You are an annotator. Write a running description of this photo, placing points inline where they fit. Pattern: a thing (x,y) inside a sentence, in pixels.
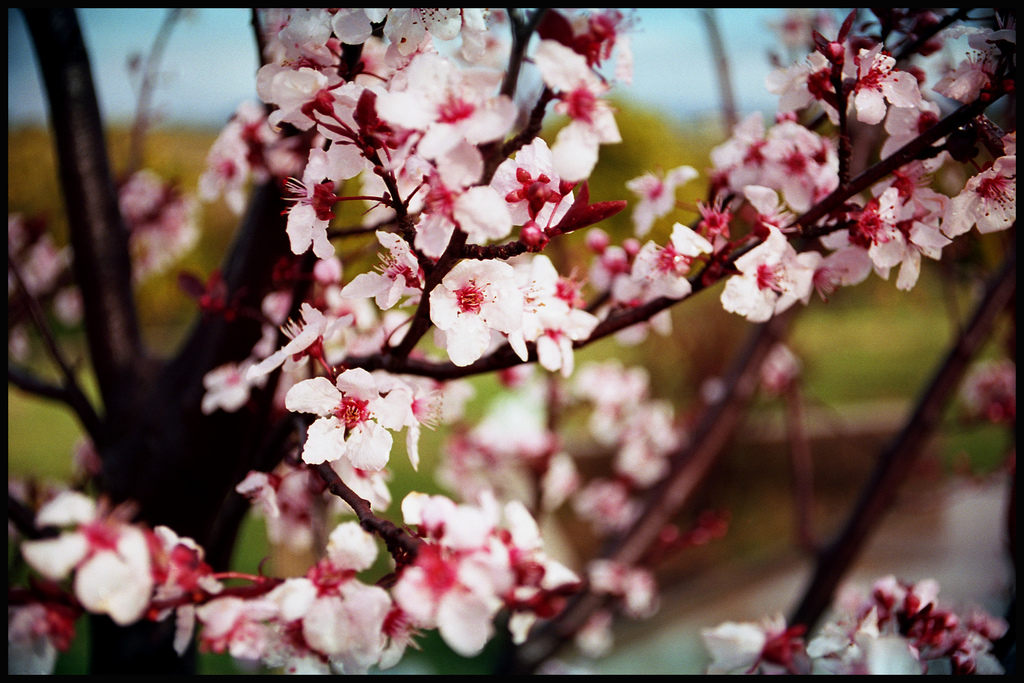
This picture seems to be an edited image with the borders (1022,138). In the center (449,336) we can see the flowers (453,292) and the buds (536,235). In the background (663,43) we can see the sky (697,90) and the plants (870,345) and some other items (928,451).
